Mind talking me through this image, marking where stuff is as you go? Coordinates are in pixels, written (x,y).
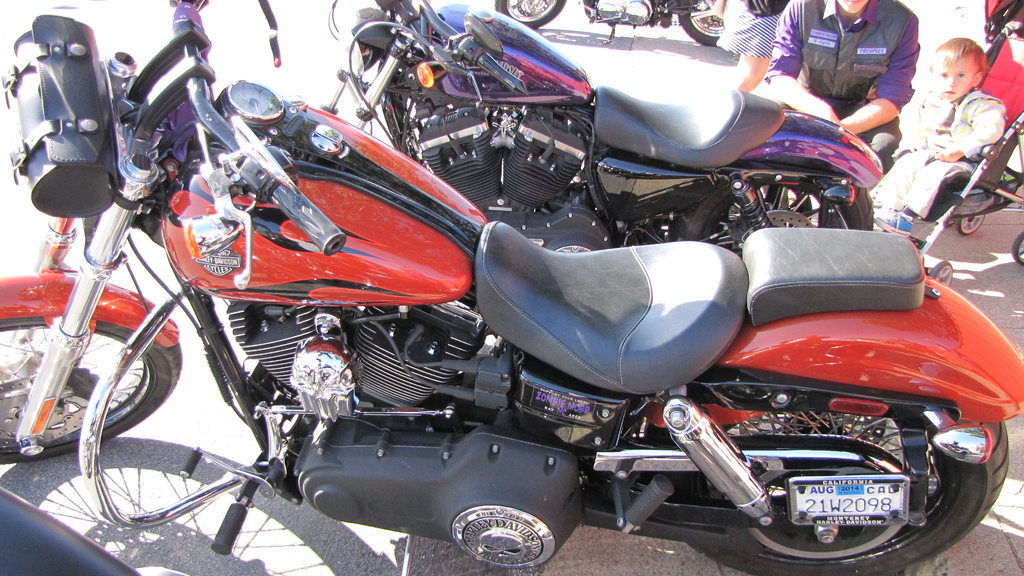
In this image there are few bikes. On the top right (842,75) there are few people (966,118). One kid (935,144) is on the stroller (986,82).
